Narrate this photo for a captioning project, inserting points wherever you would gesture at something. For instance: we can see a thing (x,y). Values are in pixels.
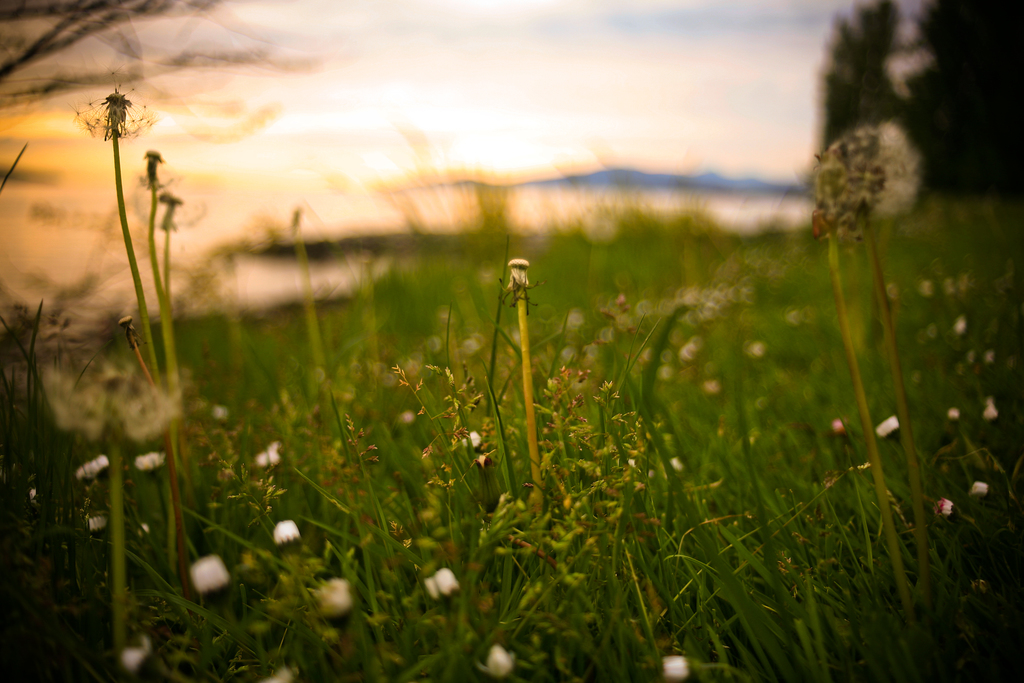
In this image, these look like the plants (454,413) with the tiny flowers (679,672). The background (229,155) looks blurry. I think these are the trees (974,68).
